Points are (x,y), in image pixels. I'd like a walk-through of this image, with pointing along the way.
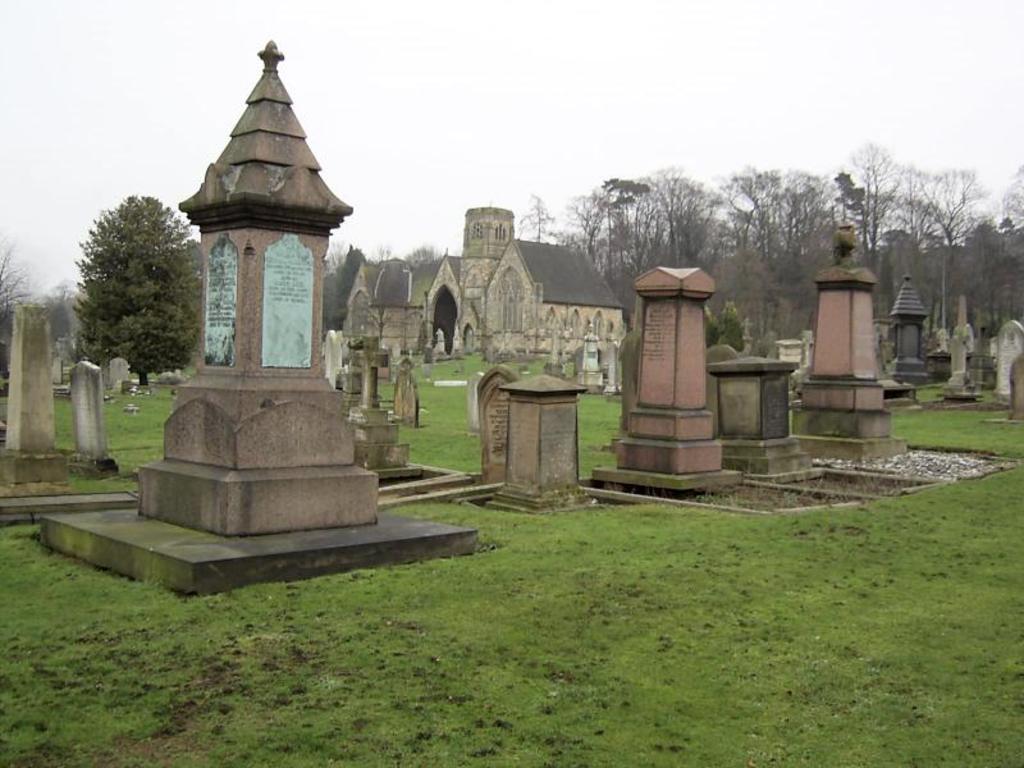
In this picture there is a building (457,282) and there are trees (711,212) and there is a cemetery (527,396). At the top (395,43) there is sky (511,53). At the bottom (917,766) there is grass (772,688).
